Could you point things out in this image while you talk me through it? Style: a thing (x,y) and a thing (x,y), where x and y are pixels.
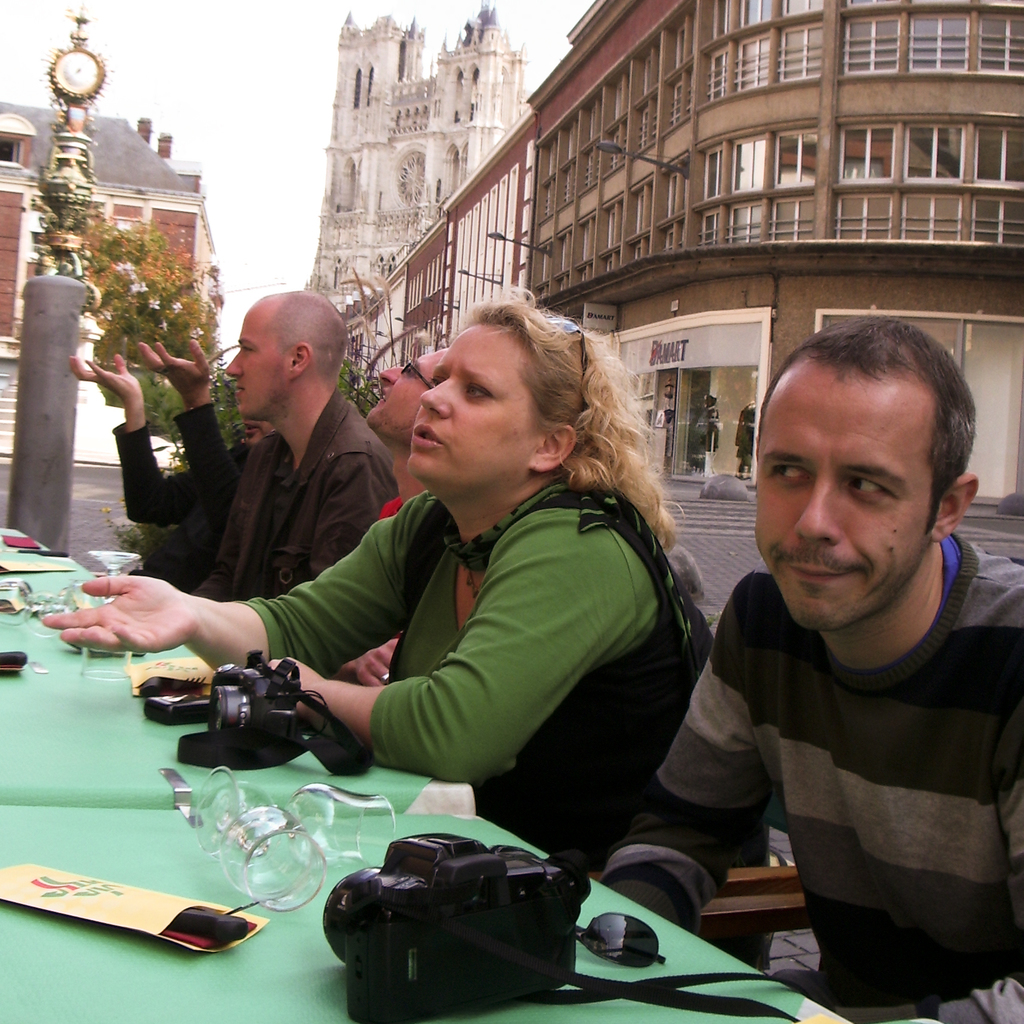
In the image we can see there are people (732,699) sitting on the chair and on the table (186,833) there are cameras (488,898), wine glasses (277,821) and paper slips (171,908). Behind there are buildings (555,206) and there is clock tower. There are trees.
